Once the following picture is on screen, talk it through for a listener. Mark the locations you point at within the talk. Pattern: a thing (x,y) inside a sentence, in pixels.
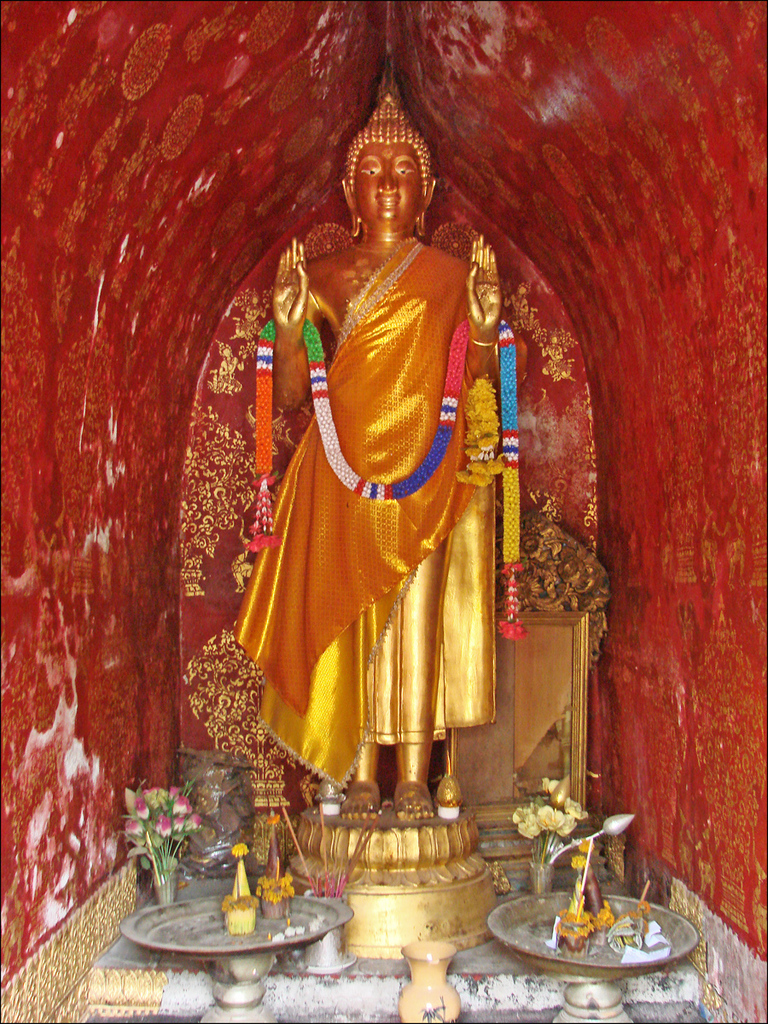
In this image in the center (369,521) there is a statue (377,363) and there are garlands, flowers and some vessels (622,973) mirror (566,703). And in the background (172,216) there is wall (178,187), on the wall (661,455) there is some art (672,383).
